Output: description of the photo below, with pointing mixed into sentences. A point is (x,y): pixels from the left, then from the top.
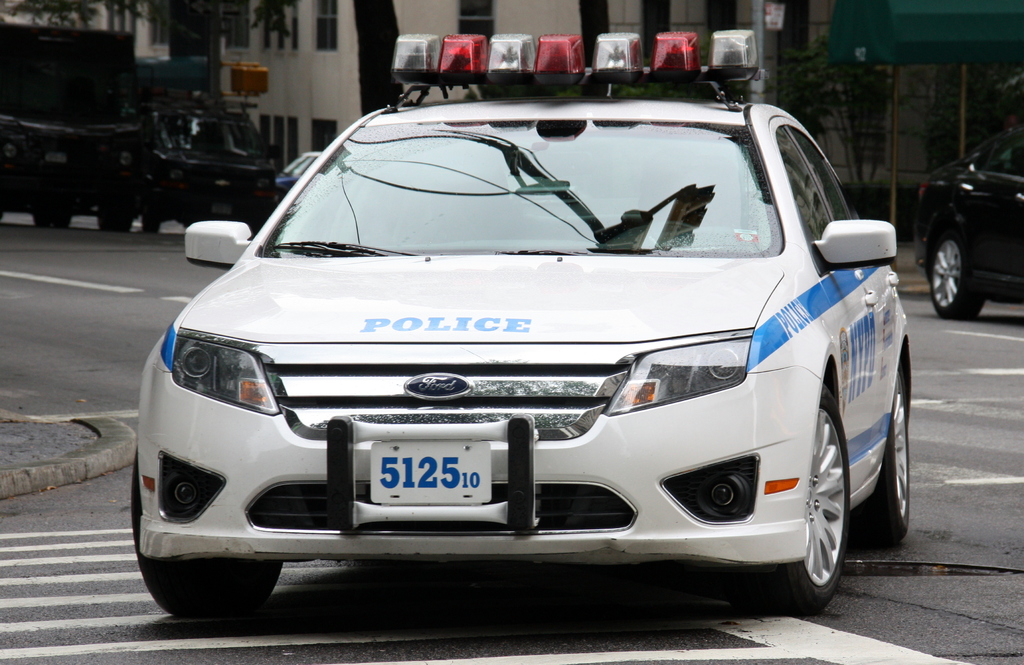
In this image, there are a few vehicles (809,153), trees (859,136), poles (898,93), buildings (885,174). We can also see the ground (950,609). We can also see some object (1016,57) in the top right corner (1020,39).
